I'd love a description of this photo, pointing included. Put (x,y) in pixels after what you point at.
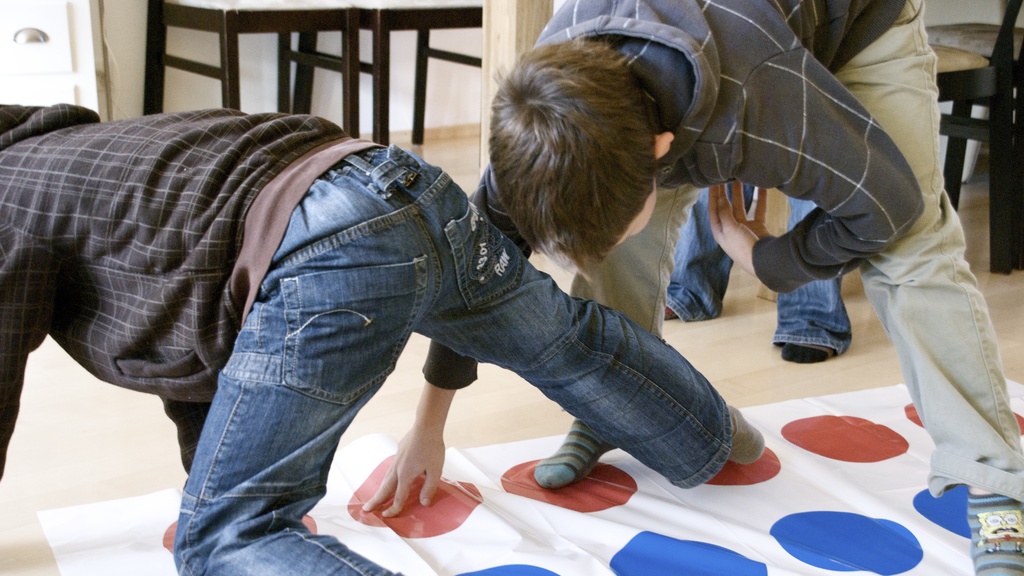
There are two boys (565,138) playing a game. There were standing on the white color sheet (736,506) and there are some red and blue color dots (446,503) in it. And to the top corner (229,56) there are some chairs (352,71). And to the right corners there are also some chairs (1000,85).
